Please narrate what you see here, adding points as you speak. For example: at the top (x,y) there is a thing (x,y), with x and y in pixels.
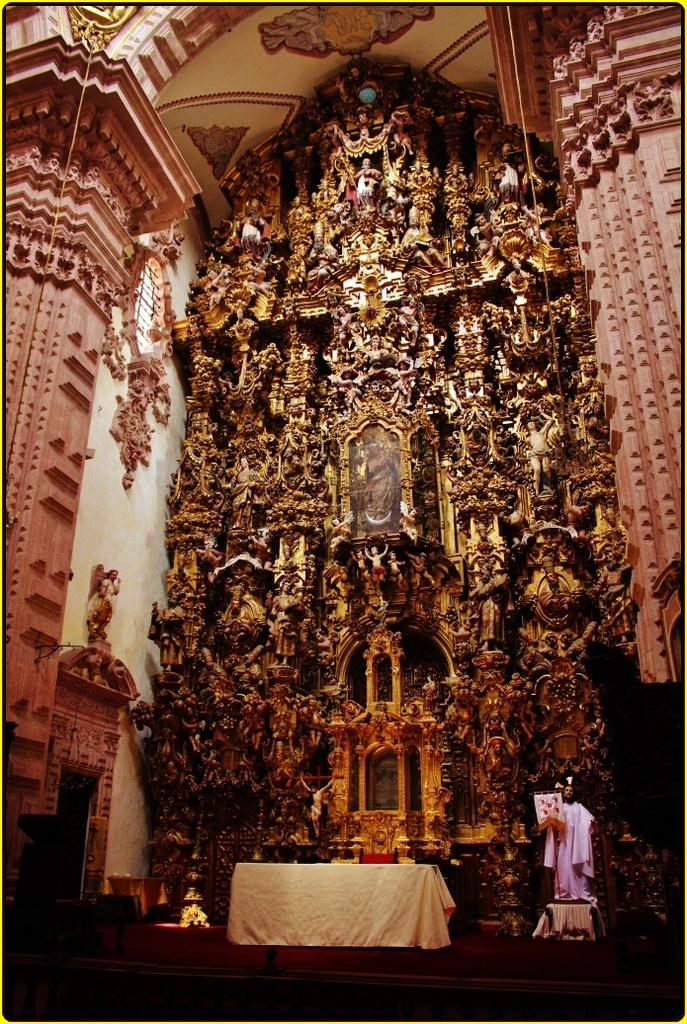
In this image, we can see sculptures (104,622), wall (138,528), few objects (649,941), cloth (349,913). On the left side (57,218), we can see a rope (68,167). At the bottom (334,1016), we can see railing (251,988).
